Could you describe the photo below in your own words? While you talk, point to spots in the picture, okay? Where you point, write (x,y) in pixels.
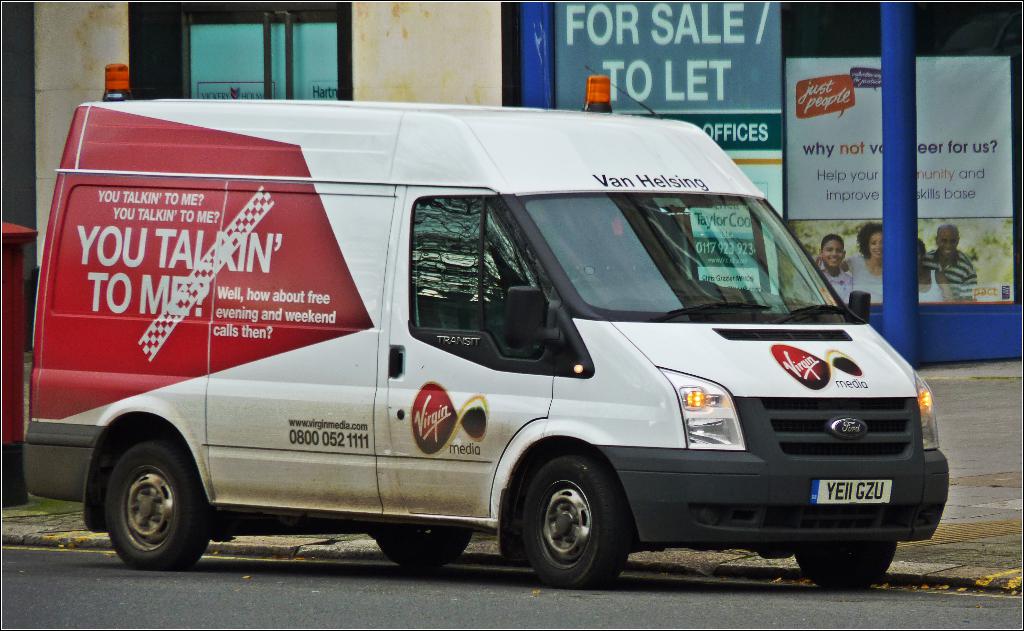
In this image in the center (469,382) there is one vehicle (305,393), at the bottom (276,597) there is a road (121,606) and in the background (702,46) there are some boards (764,131), pole (896,88), wall (3,178). On the left side (13,296) there is one post box (8,280).
